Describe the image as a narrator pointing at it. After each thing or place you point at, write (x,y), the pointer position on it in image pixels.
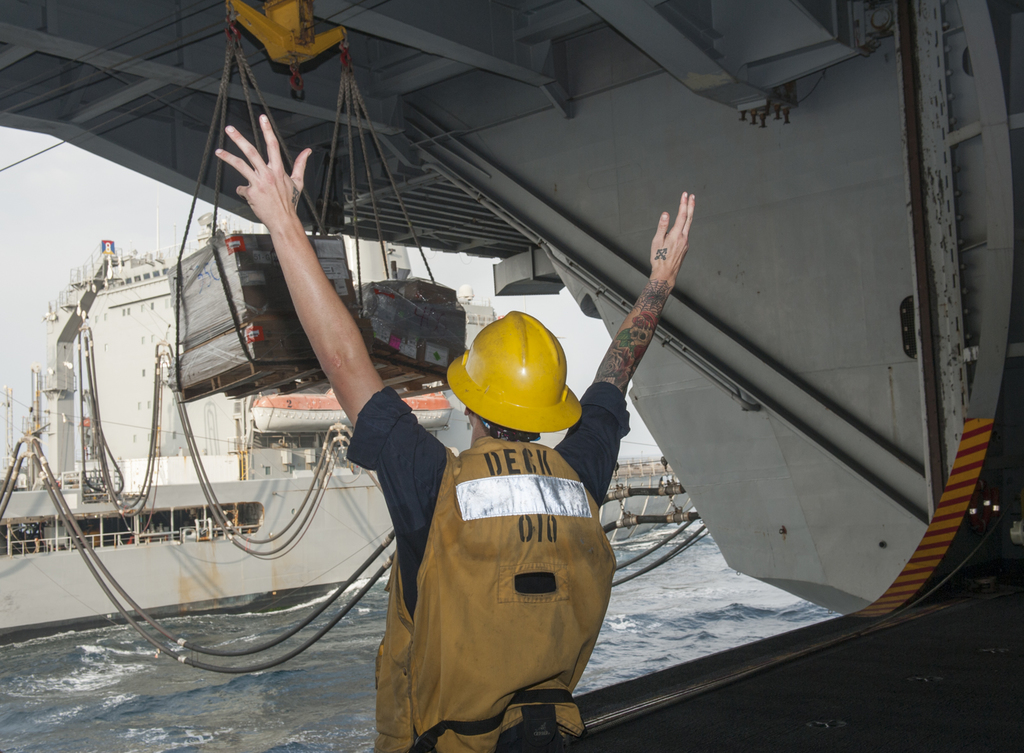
In this picture, we see a man (542,546) in the blue shirt (366,464) who is wearing the yellow jacket (509,530) and a yellow helmet (518,404) is standing. He might be standing in the ship (815,665). On the right side (939,250), we see a wall (909,349). At the top (285,5), we see a yellow color hanger (269,34) to which the grey color objects (224,262) are hanged. In the middle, we see water (286,666) and this water (280,675) might be in the sea (317,704). In the background (230,433), we see the ship (219,448) is sailing on the water (288,672). We see the sky (76,232) in the background (76,232).
